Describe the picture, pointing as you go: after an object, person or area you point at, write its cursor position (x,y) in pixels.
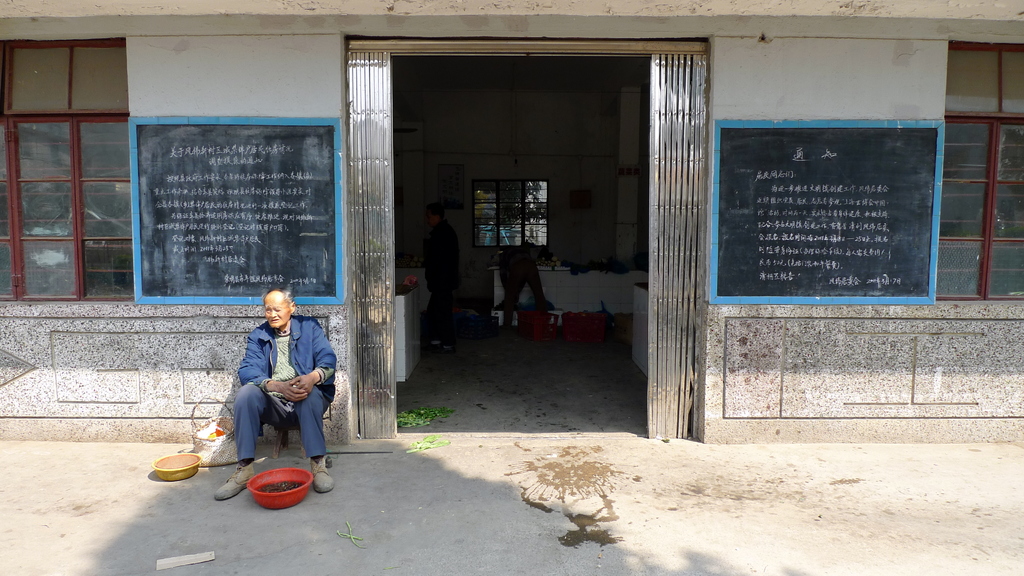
In the image there is an old man (275,350) sitting on left side (278,354) in front a building (250,331) with bowls (283,493) in front of him, behind him there is a board (213,152) on the wall (236,29) with windows (129,217) on either side of the building (710,60), in the middle (429,242) there is entrance (705,245) with two people (452,276) standing inside it.
